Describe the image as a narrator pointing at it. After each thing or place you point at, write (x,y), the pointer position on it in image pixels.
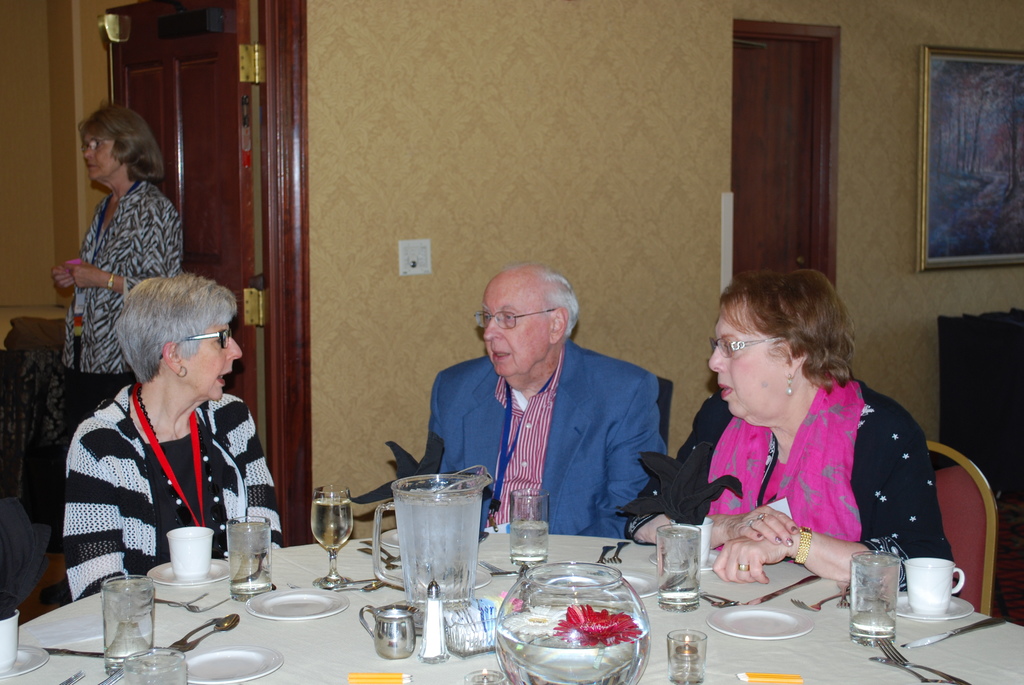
The picture is taken in a closed room (405,489) where three people (890,488) are sitting on the chairs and in front of them there is a table (264,680) on which glasses (325,581), plates (325,614), spoons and a bowl (636,658) with a flower (611,641) in it are present and behind them there is a wall (871,351) with a door (827,234) and photo (1021,57) is placed on the wall (388,217) and left corner of the picture (83,360) one woman (87,348) is standing and behind her there is a door (196,205).
